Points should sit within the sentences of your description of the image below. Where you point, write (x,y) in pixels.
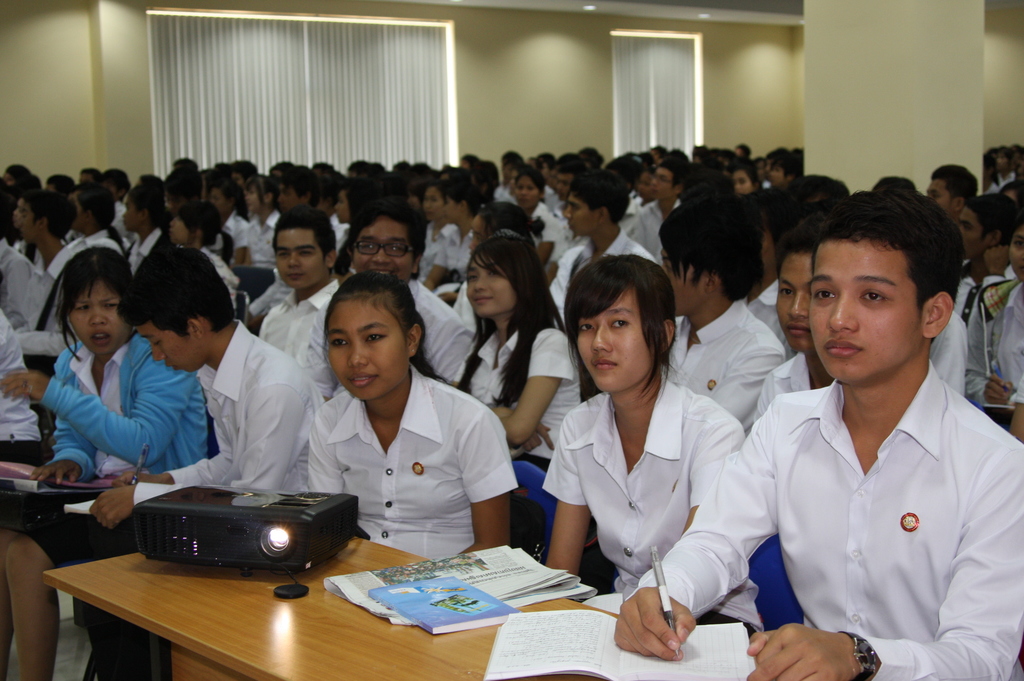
In this image in front (602,338) there are people (415,495) sitting on the chairs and they are holding the books (63,485), pens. In front of them there is a table (335,613). On top of it there are books (480,590). There is a projector (312,561). Behind them there are many other people (444,299) sitting on the chairs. In the background of the image (357,88) there are windows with curtains (400,88). There is a wall (736,99). On top of the image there are lights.
